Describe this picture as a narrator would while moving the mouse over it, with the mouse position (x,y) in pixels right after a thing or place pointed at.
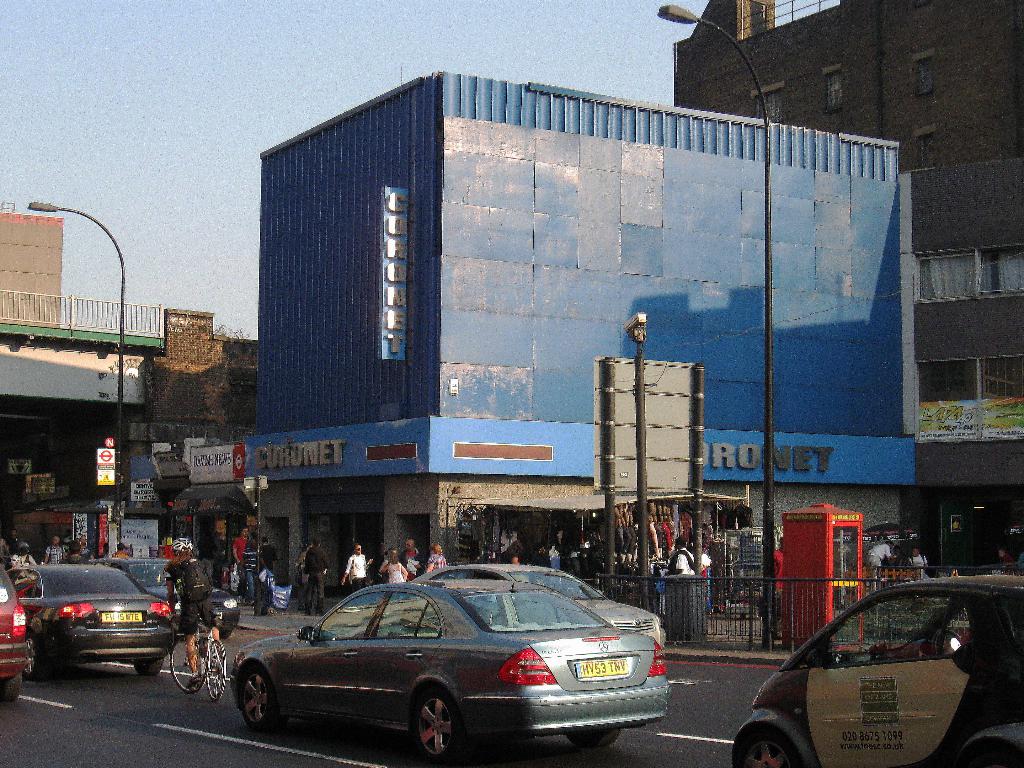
This is the picture of a place (443,473) where we have some cars (419,671) and vehicles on the road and around there are some buildings (408,401), poles (607,417) and some other things (105,350).
